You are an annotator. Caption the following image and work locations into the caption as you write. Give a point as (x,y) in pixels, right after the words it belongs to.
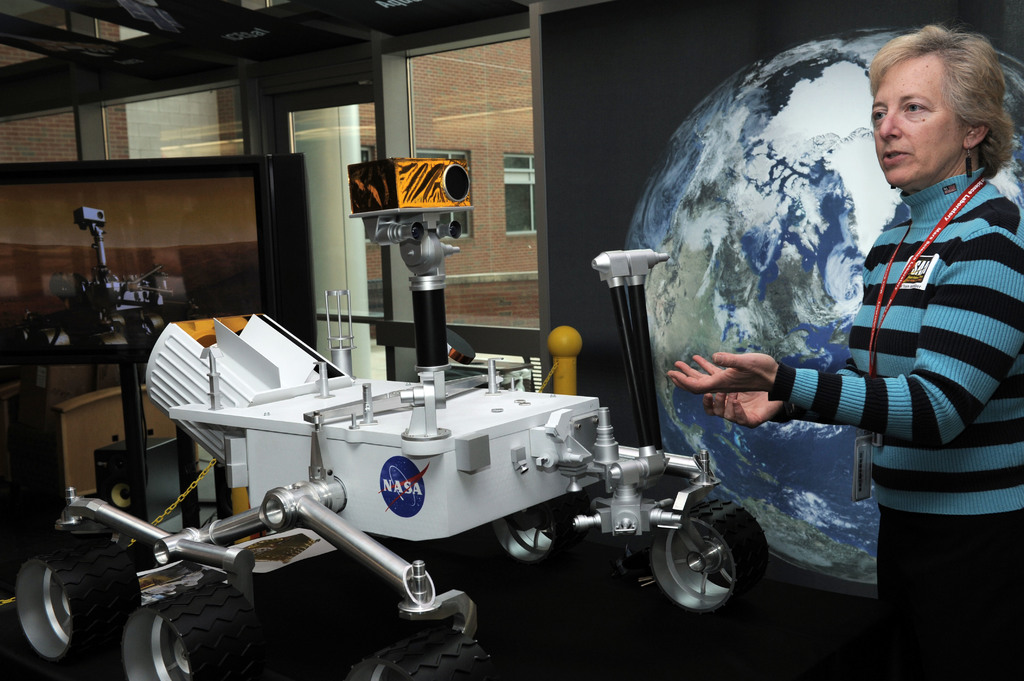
In this picture we can see a woman (950,458) standing on the path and in front of the woman (930,422) there is a machine (306,460) and on the machine (353,479) it is written as "NASA". Behind the machine (288,515), there is a wall (599,105) with a glass window (476,209). Through the window (487,182) we can see a building (479,163).
